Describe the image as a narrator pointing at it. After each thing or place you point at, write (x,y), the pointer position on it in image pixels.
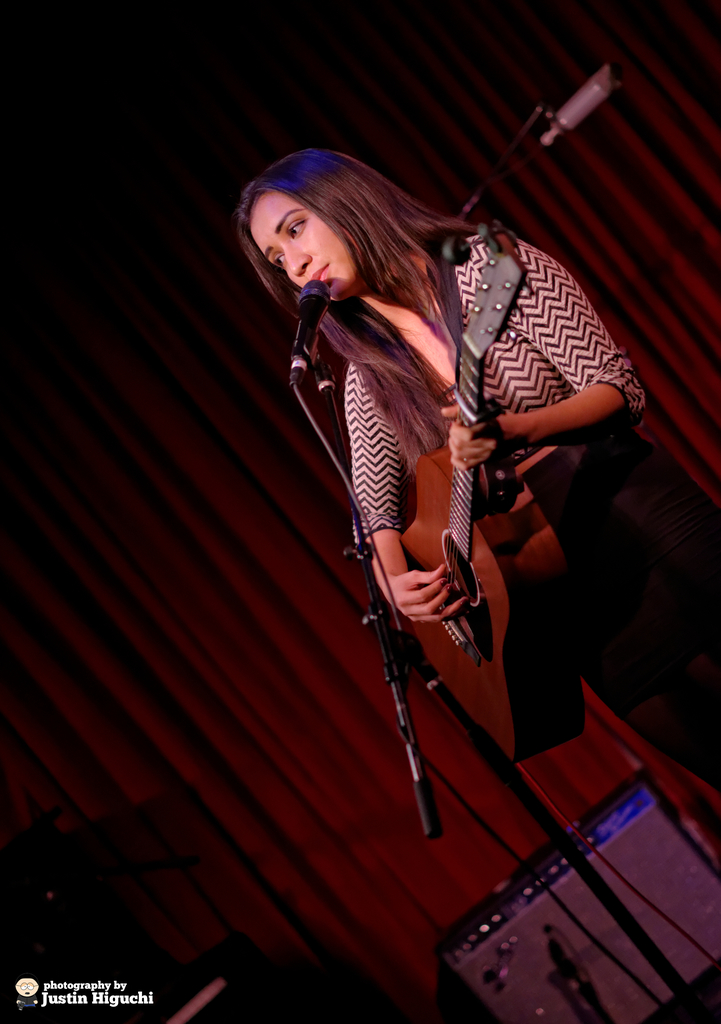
In this image i can see a woman (363,232) standing and playing guitar (569,635) and singing in front a micro phone (317,303) at the back ground (173,209) i can see a curtain (93,216).
